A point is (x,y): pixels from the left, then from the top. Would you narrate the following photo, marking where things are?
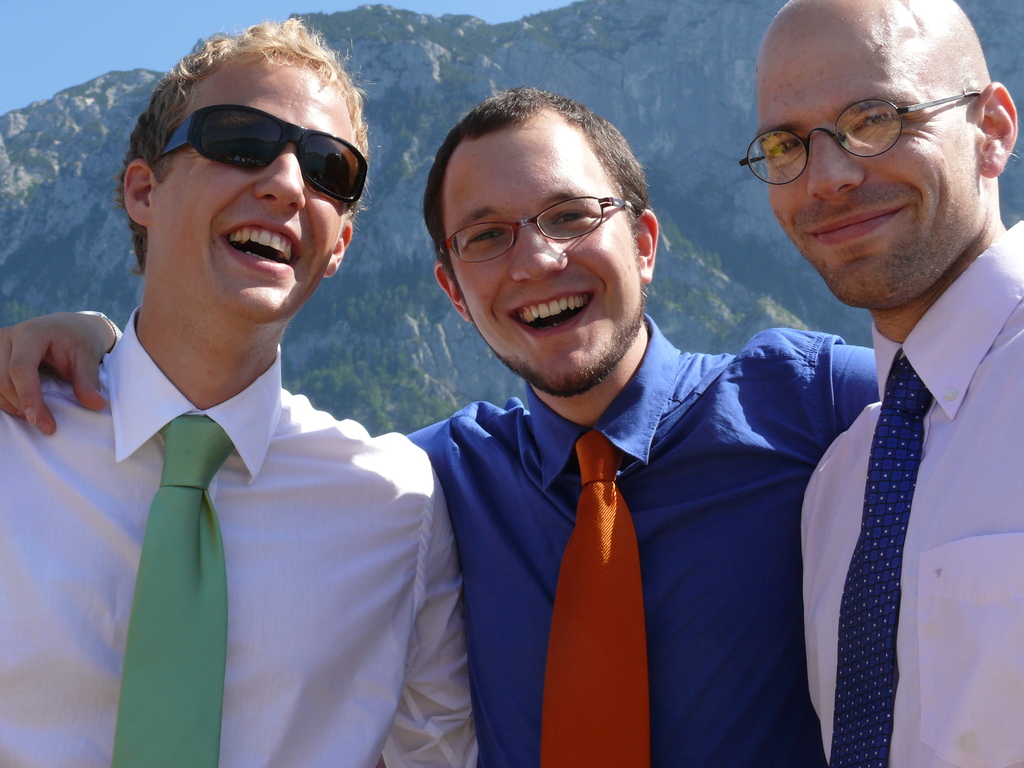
In this image I can see three people (545,405) with different color dresses (575,483). I can see these people (507,305) with specs (523,221) and goggles (321,187). In the background (383,181) I can see the mountains (65,148) and the sky (109,54).
